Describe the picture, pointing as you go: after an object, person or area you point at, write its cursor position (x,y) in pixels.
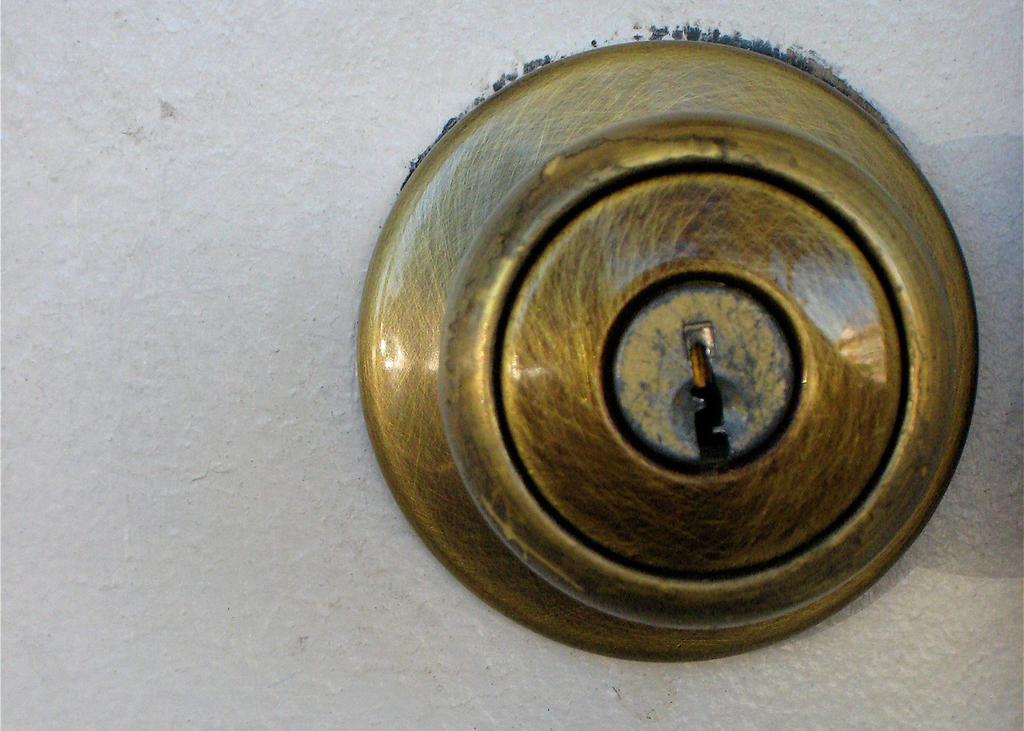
In this image I can see on the right side (685,98) it looks like a bronze metal (584,314) in spherical shape on this wall (280,217).
